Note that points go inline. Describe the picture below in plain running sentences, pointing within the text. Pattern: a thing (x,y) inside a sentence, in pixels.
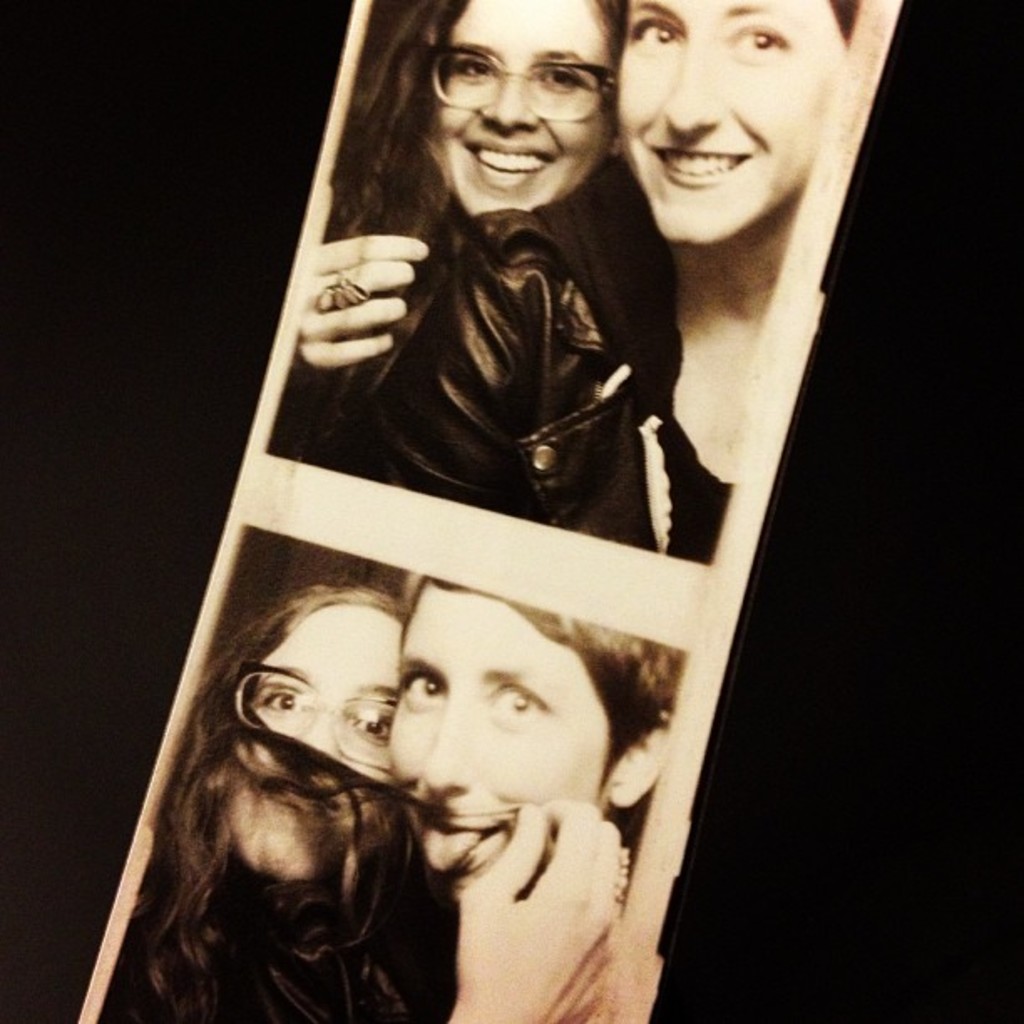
Here two images are edited and made as a collage. In these images I can see two persons (443,187) are smiling and giving pose for the picture. The background (154,645) is in black color.
